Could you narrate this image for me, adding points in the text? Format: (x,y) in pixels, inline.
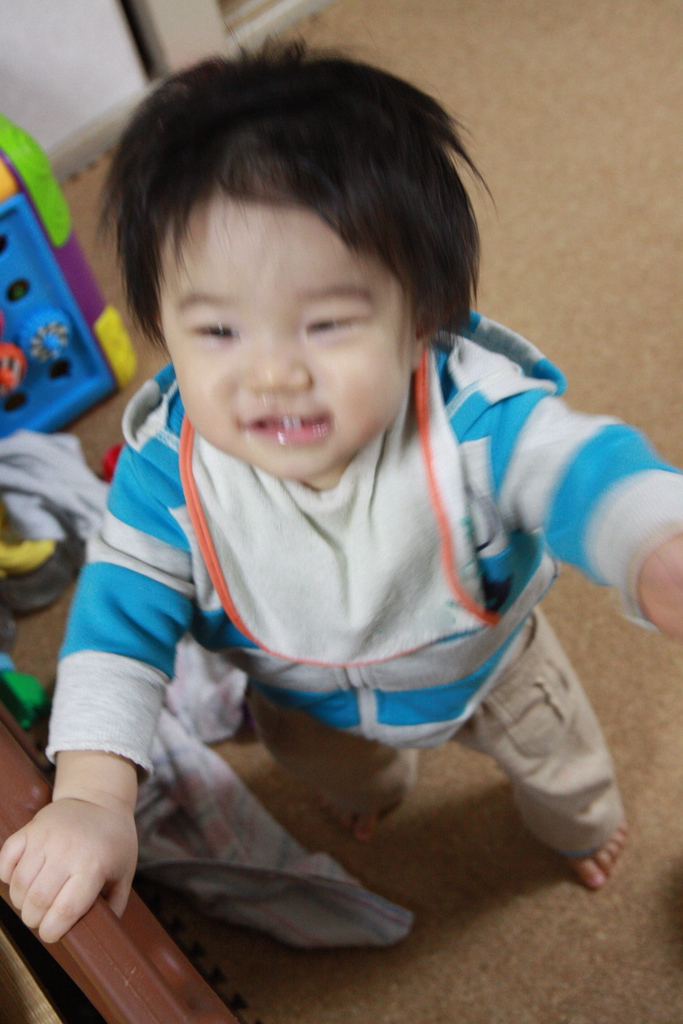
In this image we can see a child (63,783), beside we can see few objects (97,327), at the bottom (122,943) we can see an object (131,991), we can see the cloth (324,927) on the floor (607,719), we can see the wall (35,97).
